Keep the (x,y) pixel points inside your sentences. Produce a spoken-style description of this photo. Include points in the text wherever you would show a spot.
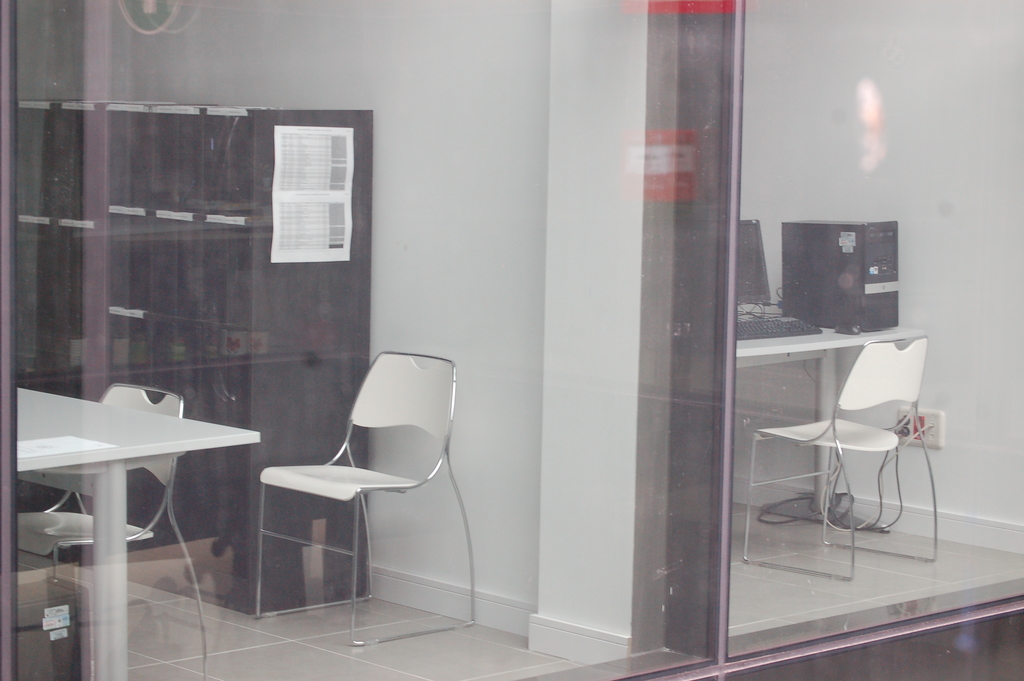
In this image we can see chairs (440,421), a table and there is a computer (791,314) placed on the table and there is a wardrobe (240,237).
